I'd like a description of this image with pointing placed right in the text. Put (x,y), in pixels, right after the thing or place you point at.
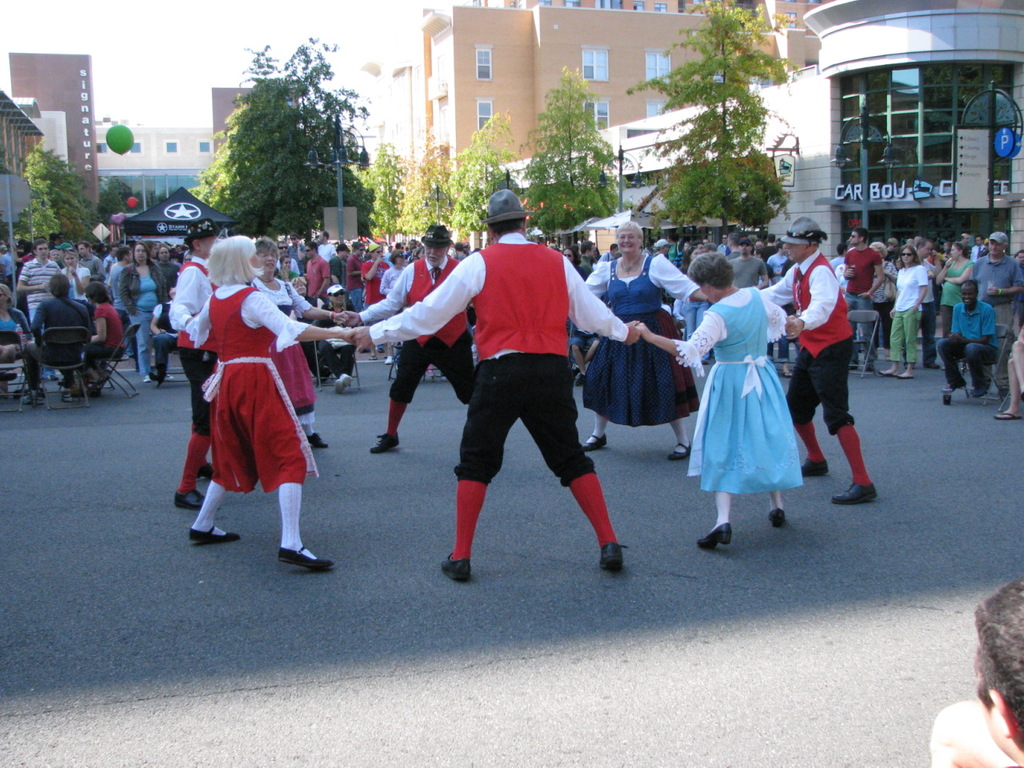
In this image I can see few people (691,334) are standing and few people (57,325) are sitting on chairs (51,349) and they are wearing different color dresses (486,256). Back I can see few buildings (492,39), windows (108,177), poles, light-poles (621,200), trees (716,158), boards (106,229) and balloons (112,217). The sky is in white color.
